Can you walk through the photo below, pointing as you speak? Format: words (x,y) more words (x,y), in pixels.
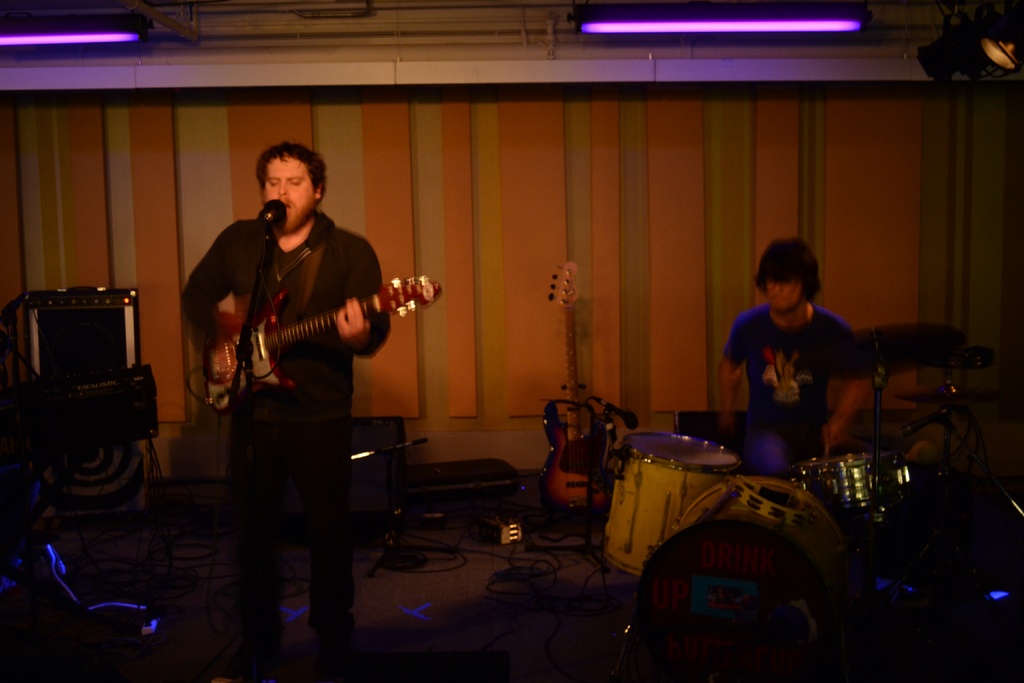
This picture is clicked in musical concert. Man (313,381) in black t-shirt (344,390) is holding guitar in his hands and he is playing it and he is even singing on microphone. Beside him, man (782,392) in blue t-shirt (779,384) is playing drums (787,522). Behind them, we see a wall (514,171) which is in pink and cream color. On the left corner of the picture (58,331), we see an amplifier (74,365).
